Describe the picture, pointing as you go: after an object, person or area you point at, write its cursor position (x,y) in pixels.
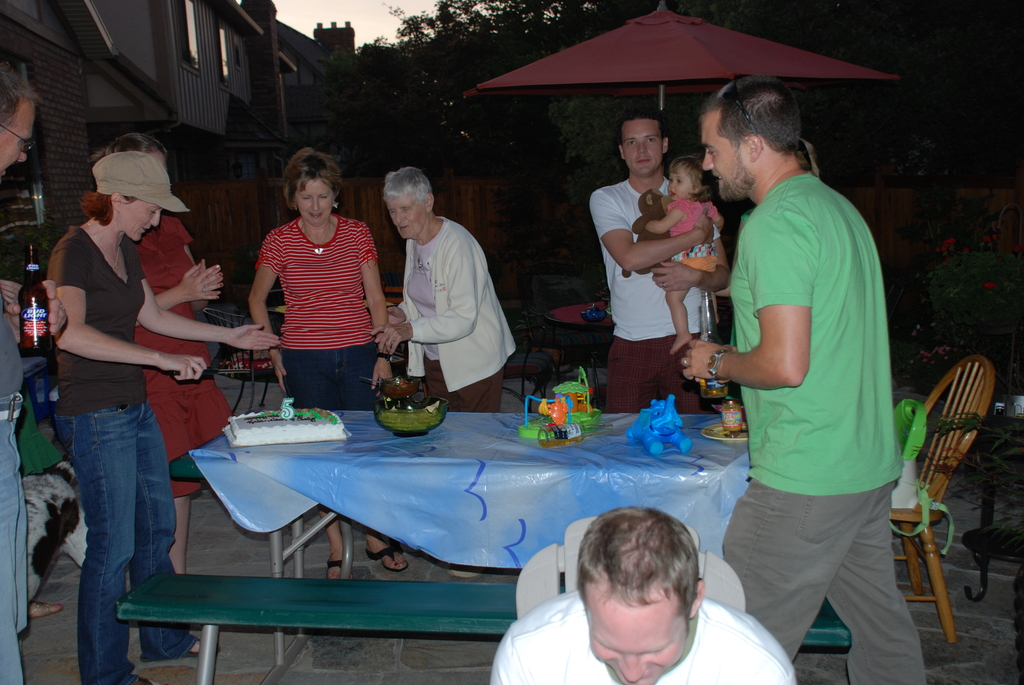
At the top (379,12) we can see sky (357,22). On the background (263,82) we can see building (252,87), trees (452,133). Here we can see persons (365,282) standing near to the table (322,450) and on the table (336,446) we can see cake (332,426), bowl (417,428), toys (675,440). We can see this man (603,196) standing and holding a baby (688,186) with his hands (666,272) under the umbrella (654,60).
